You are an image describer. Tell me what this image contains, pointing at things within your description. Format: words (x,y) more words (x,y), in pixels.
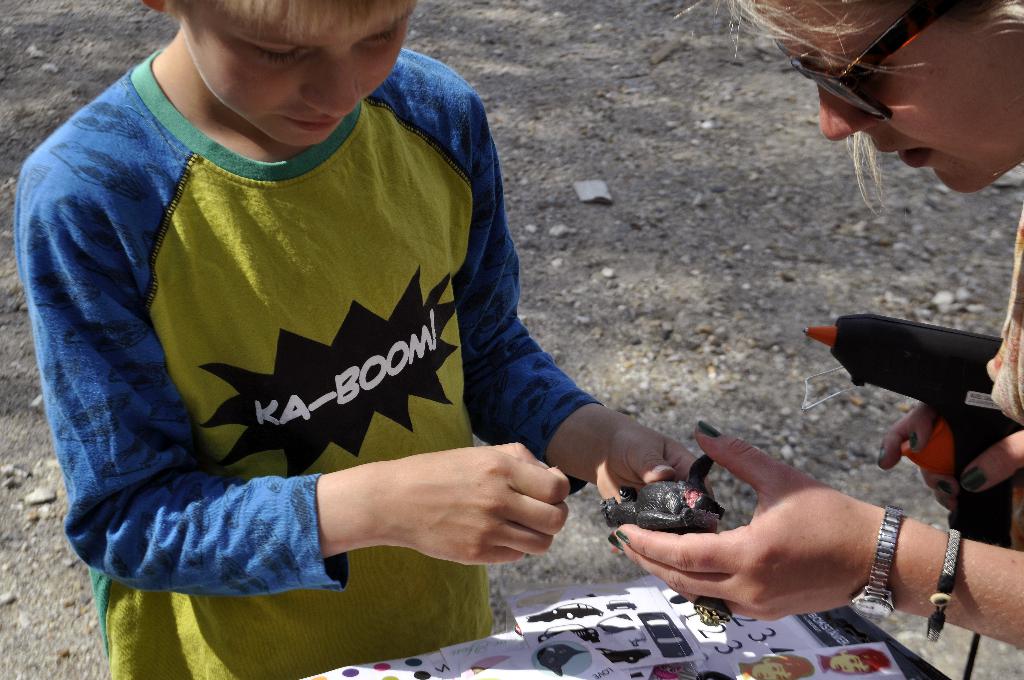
On the right side (920,83) there is a woman (881,96) wearing watch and goggles (884,112) is holding something in the hand (756,484). Also holding a glue gun (951,407). And a boy (221,340) is standing on the left side (199,473). And there are papers (564,638).
